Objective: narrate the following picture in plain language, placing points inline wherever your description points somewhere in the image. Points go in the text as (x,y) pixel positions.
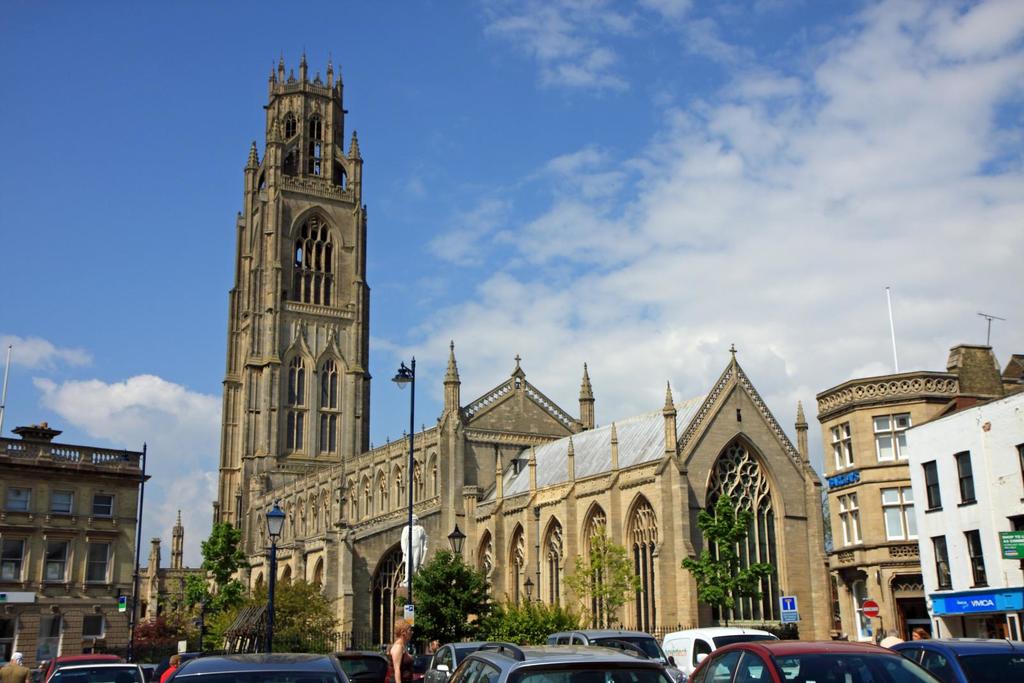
This picture describe about the big brown color church (433,548) seen in the center of the image (452,437). In front (509,681) bottom side we can see some cars (644,642) on the road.
